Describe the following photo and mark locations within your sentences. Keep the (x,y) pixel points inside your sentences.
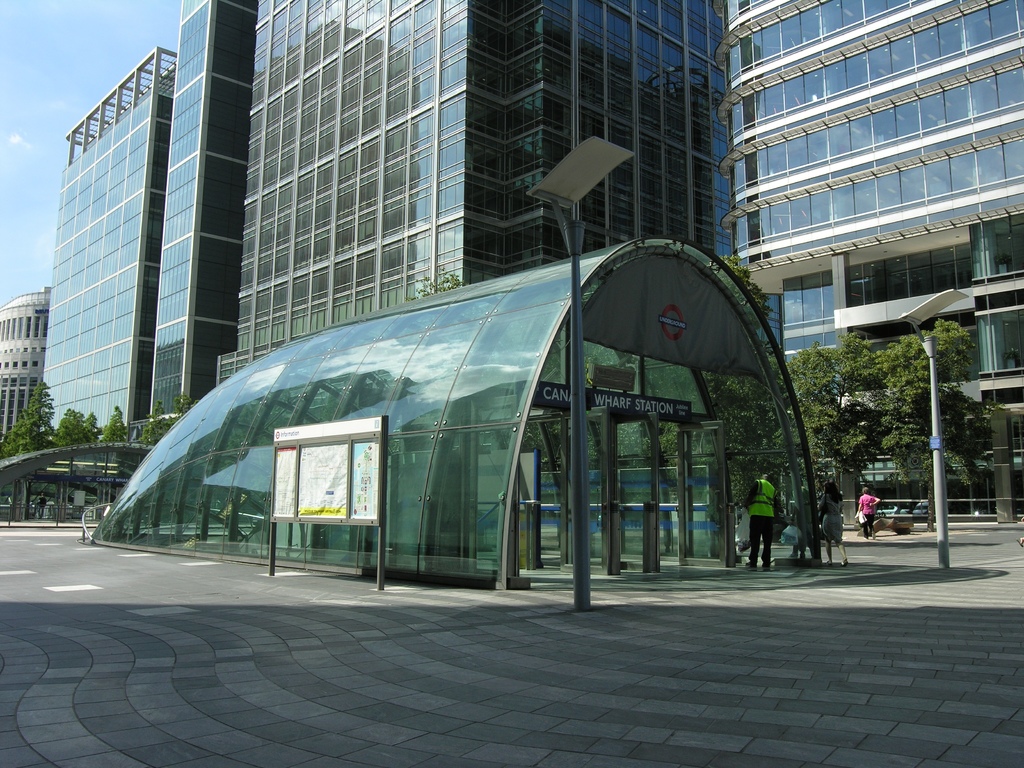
These are the buildings (640,100) with glass doors (751,102). This is the board (289,506) attached to the poles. I can see few people (823,524) standing. This looks like an address board (650,400), which is hanging. I think this is the entrance (520,560) to the underground railway station (553,506). These are the trees (890,414).
